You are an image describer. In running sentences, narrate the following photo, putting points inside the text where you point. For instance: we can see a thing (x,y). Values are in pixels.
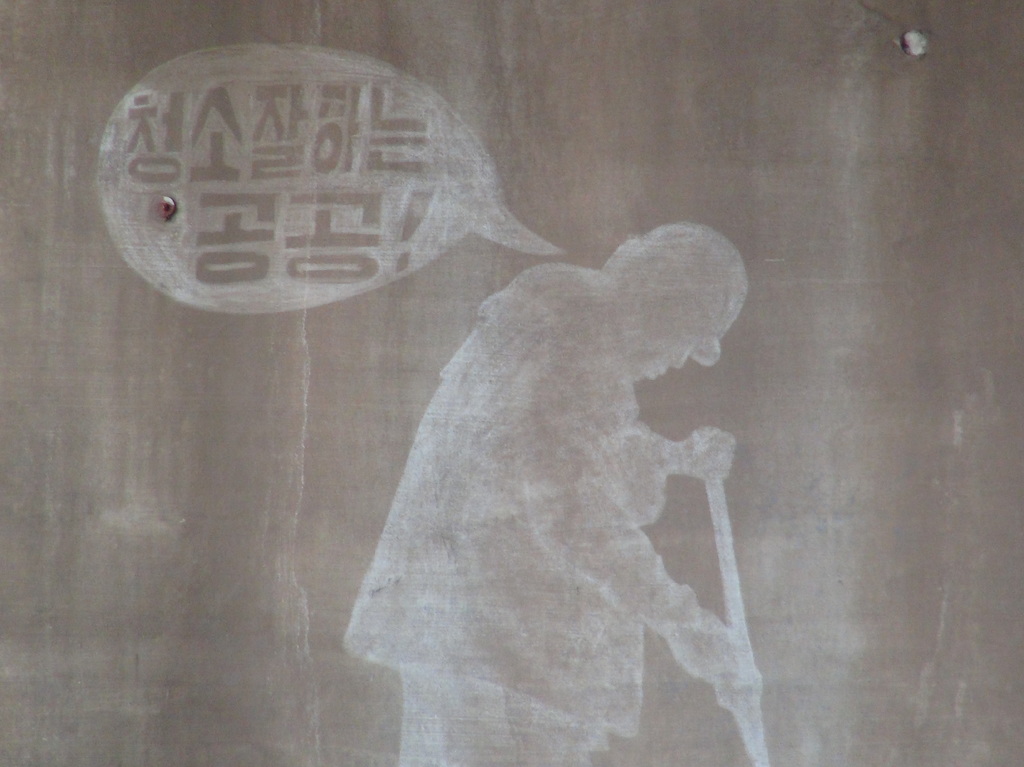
Sketch of a person (689,275). He is holding a stick (732,588).
